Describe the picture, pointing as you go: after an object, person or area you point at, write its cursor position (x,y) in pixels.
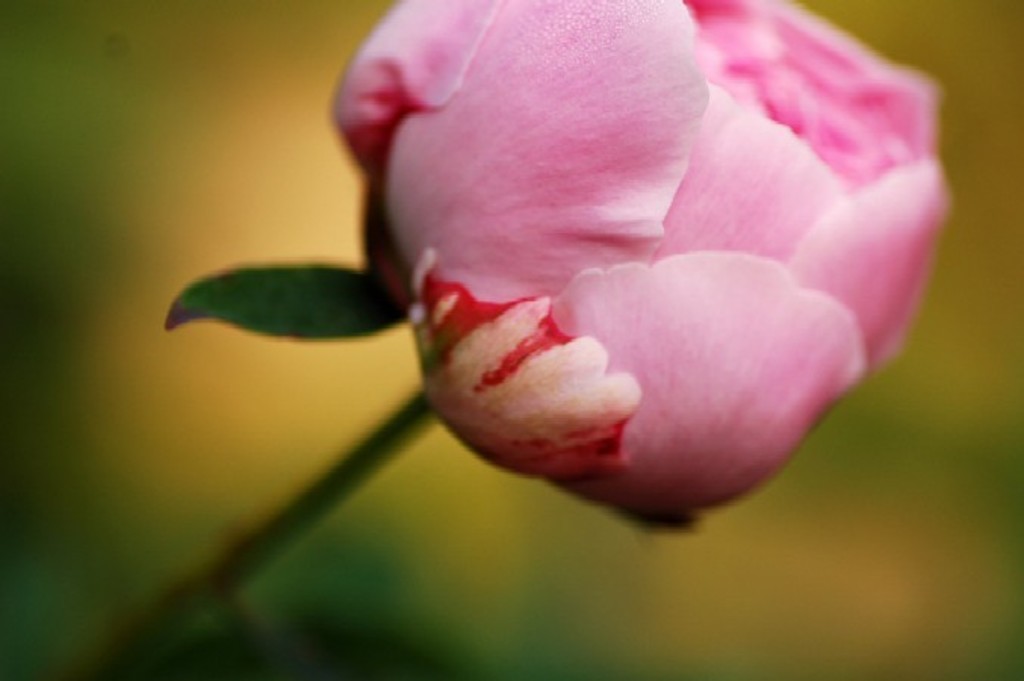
In the picture we can see a flower (834,301) with a stem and leaf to it and the flower (876,274) is pink in color with petals (858,164) and behind the flower (510,470) we can see a yellow color part (218,40) which is not clearly visible.
